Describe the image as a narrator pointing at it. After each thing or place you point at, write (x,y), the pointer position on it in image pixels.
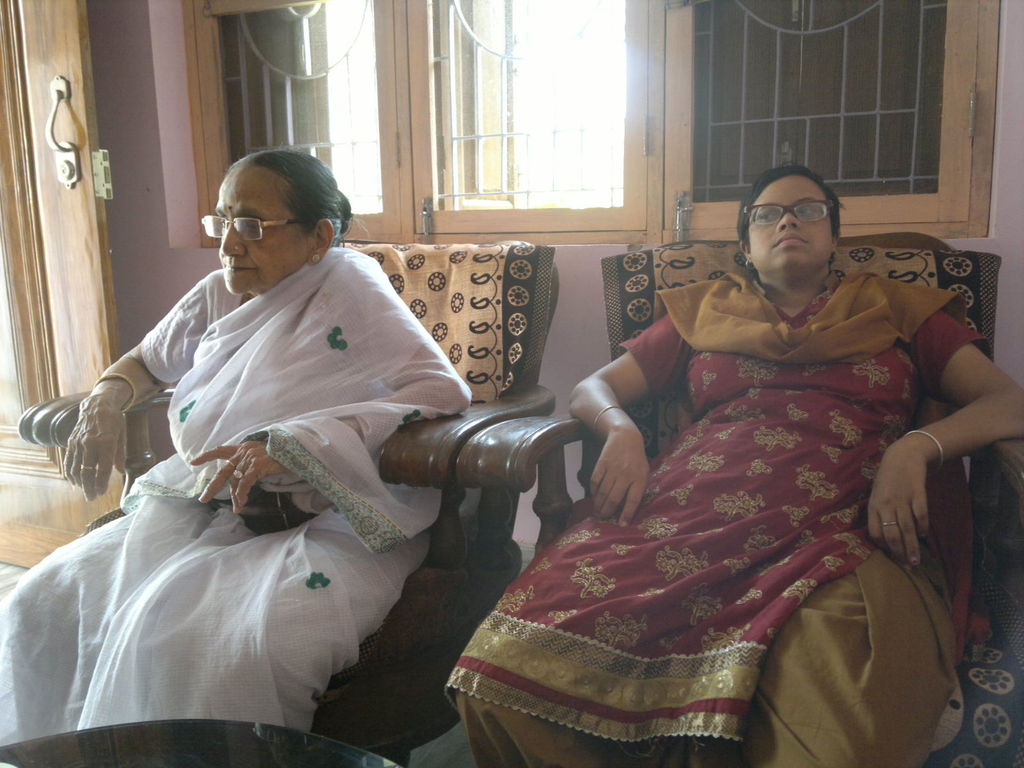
This picture is clicked inside the room (179,501). In the center (357,386) we can see the two women (341,325) sitting on the sofas (432,467). In the foreground (305,730) we can see a table (282,734). In the background (31,510) can see the wall (112,208), wooden door (91,175) and the windows (529,96).
